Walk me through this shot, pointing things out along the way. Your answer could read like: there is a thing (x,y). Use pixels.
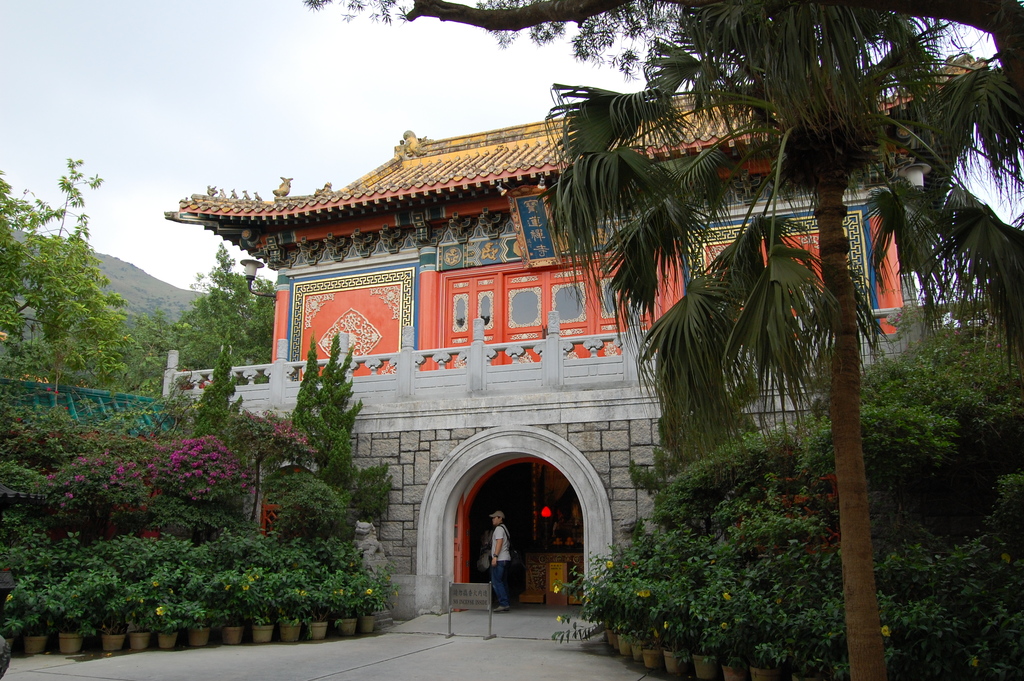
In this picture there is a Po Lin monastery (462,232) in the center of the image (474,244) and there are trees (934,589) on the right (719,527) and left side of the image (340,482), there is a arc (598,539) at the bottom side of the image (494,566) and there is a man (501,546) and a notice board (469,601) at the bottom side of the image (495,610).
